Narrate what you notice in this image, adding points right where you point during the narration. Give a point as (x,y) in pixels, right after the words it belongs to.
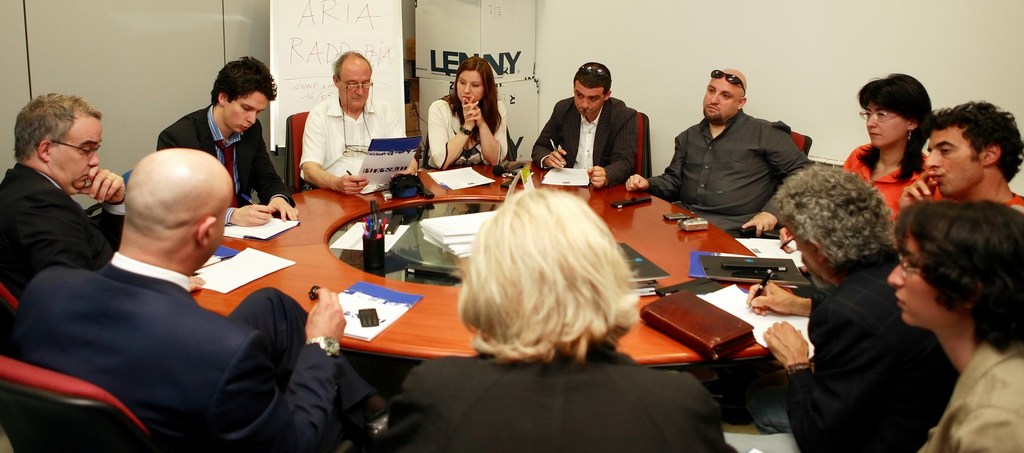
In this image we can see persons (276,367) sitting around the table (748,348). On the table (326,236) there are mobile phones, books (367,329), pens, papers (430,236), remote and some covers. In the background (485,43) there is a wall (263,46) and some containers (436,60).
